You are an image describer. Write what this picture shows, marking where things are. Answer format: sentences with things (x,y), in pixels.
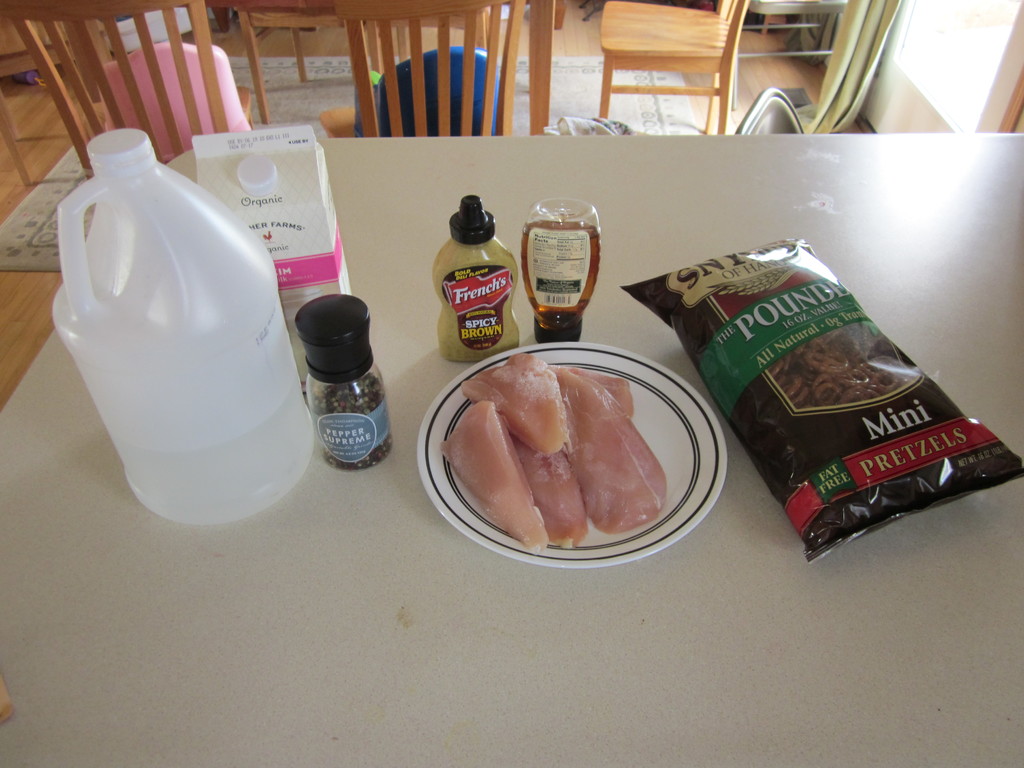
In this image I can able to see a plate (619,546) of meat (600,518), a food packet (753,425), container (163,493) and some food items (503,297) on an object (648,609). Also there are chairs (188,82), a carpet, curtain (839,109), a window (952,90) and some objects (736,131) on the floor (4,215).
